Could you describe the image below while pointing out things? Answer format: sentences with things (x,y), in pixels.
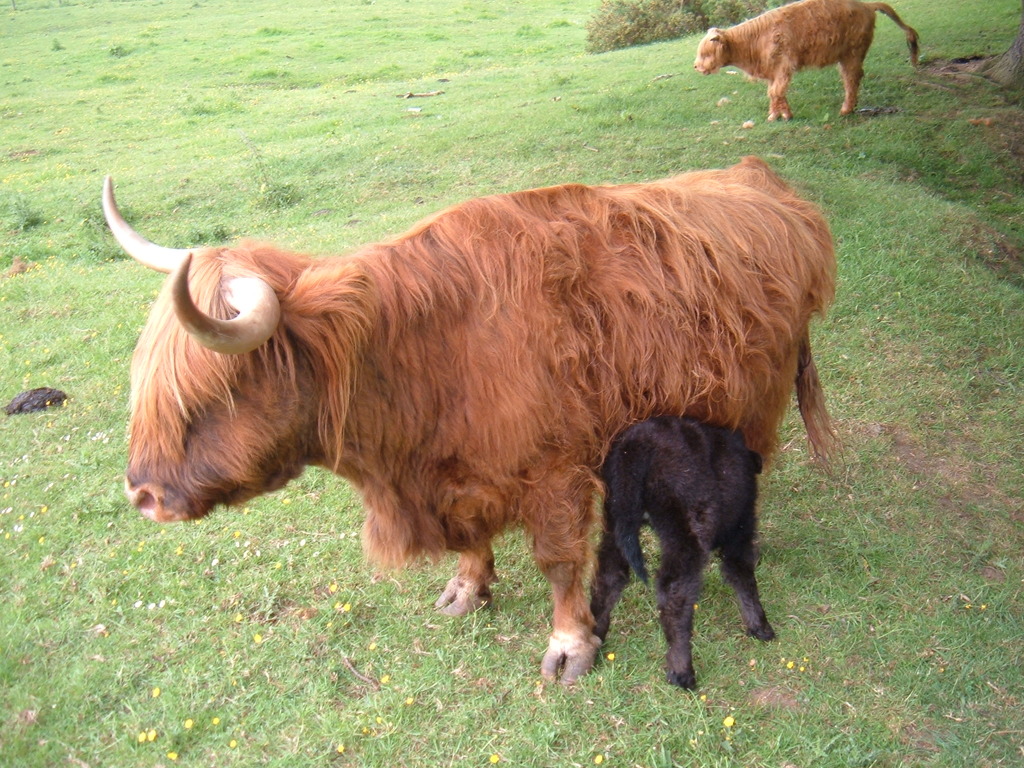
Here there are cattle (690,207) in the grass (659,656).
